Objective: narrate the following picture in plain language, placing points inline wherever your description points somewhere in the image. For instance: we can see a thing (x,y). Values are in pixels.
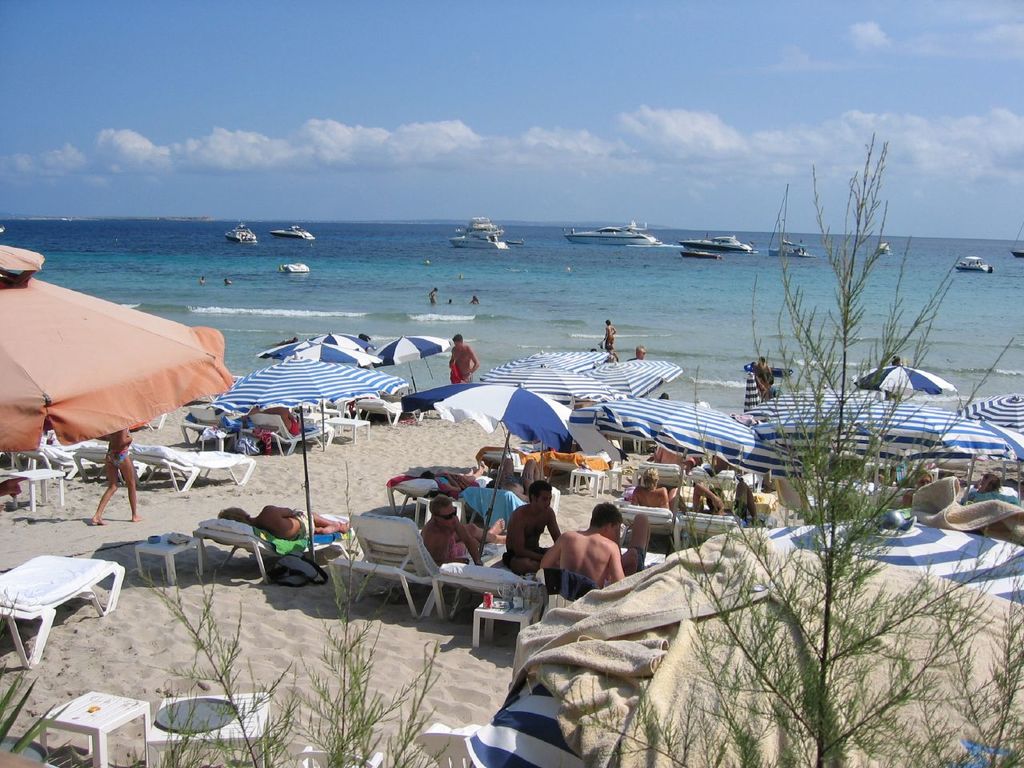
In the picture we can see a beach view (638,472) with sand (171,619) and on it we can see people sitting on the benches (67,459) and on it we can see the umbrellas (64,377) and far away from it, we can see water surface (669,349) with some people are swimming and far away from them we can see some boats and in the background (174,117) we can see the sky (427,175) with clouds (602,154).
